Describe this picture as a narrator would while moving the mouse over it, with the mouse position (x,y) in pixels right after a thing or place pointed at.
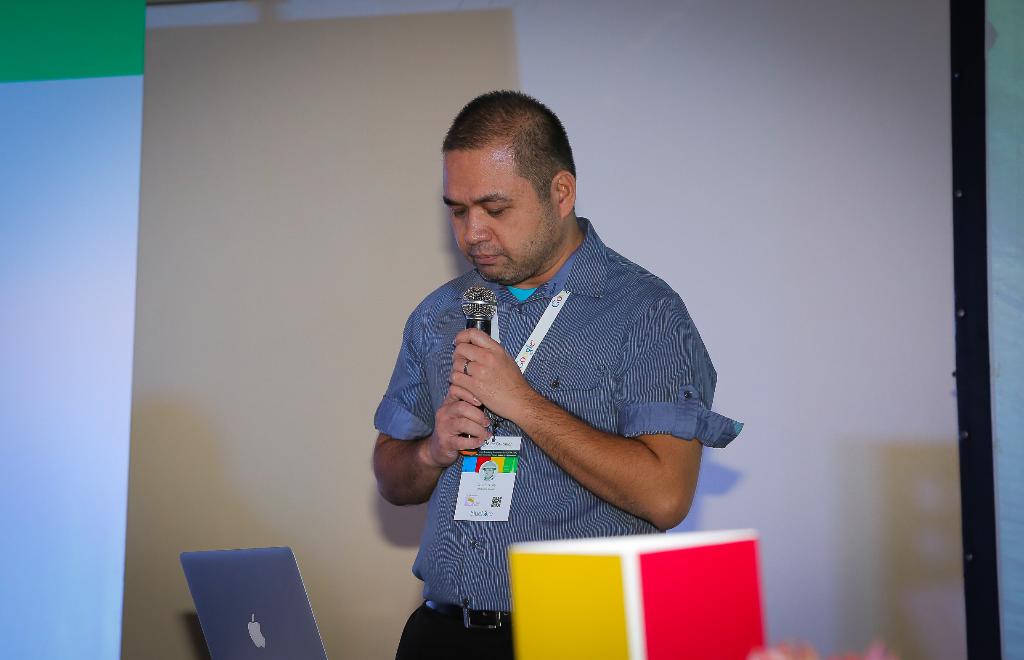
In this picture I can see a man (547,351) standing and holding a microphone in his hand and I can see a laptop (218,596) and man (562,432) wore a id card (470,495) and I can see a screen (263,260) on the back (671,140).
